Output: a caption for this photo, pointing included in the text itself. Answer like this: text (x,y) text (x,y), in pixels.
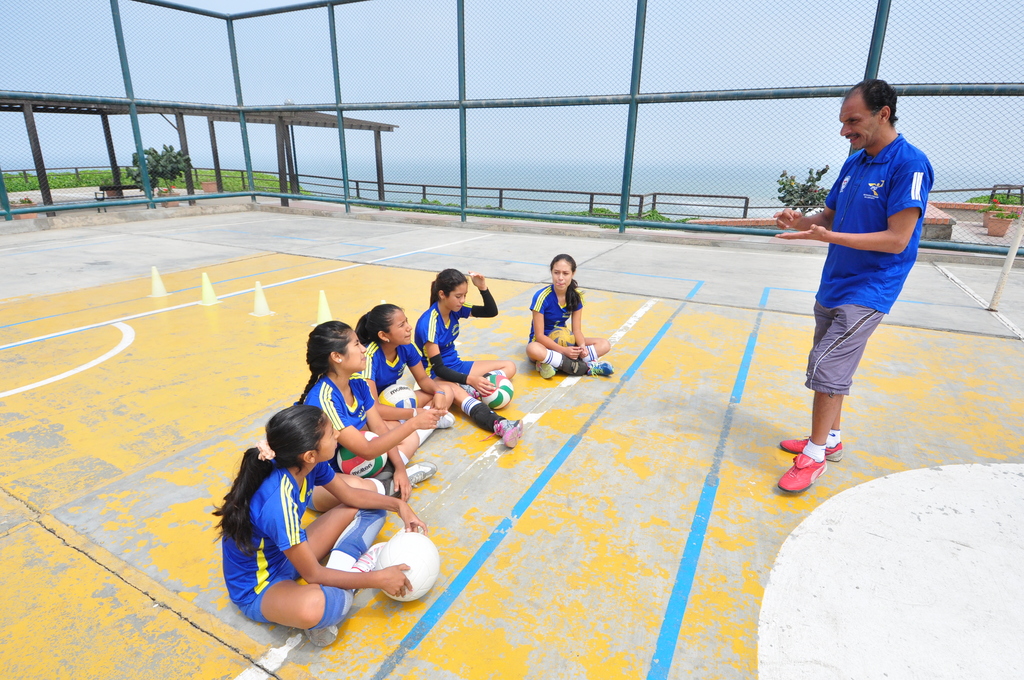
In the picture we can see a football court (962,273), in the court (209,556) there are girls (449,369) and a man (861,312). In the middle of the picture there are plants (1002,209), construction (275,118) and a water body (583,172). At the top (467,53) there is sky (241,64). In the middle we can see railing (404,182) also.
